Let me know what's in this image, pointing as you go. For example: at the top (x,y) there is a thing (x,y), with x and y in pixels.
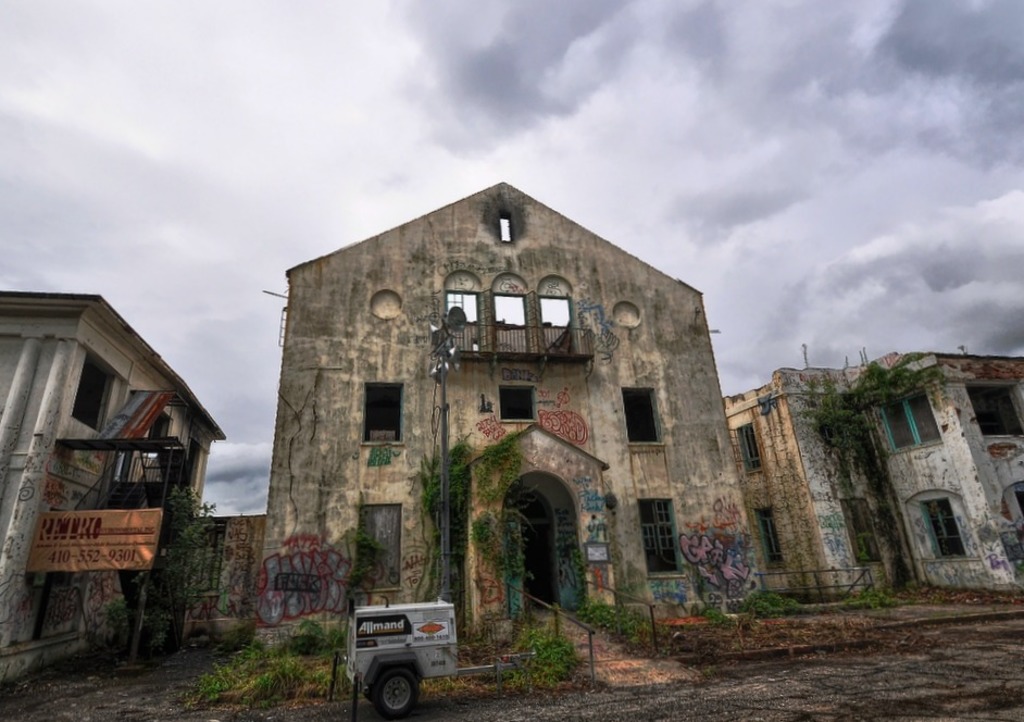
In this picture we can see a vehicle (432,662) on the ground (460,688), name board (107,555), plants (171,576), pole (445,358), buildings (945,471) with windows (81,412) and in the background (626,130) we can see the sky (468,113) with clouds (393,146).
